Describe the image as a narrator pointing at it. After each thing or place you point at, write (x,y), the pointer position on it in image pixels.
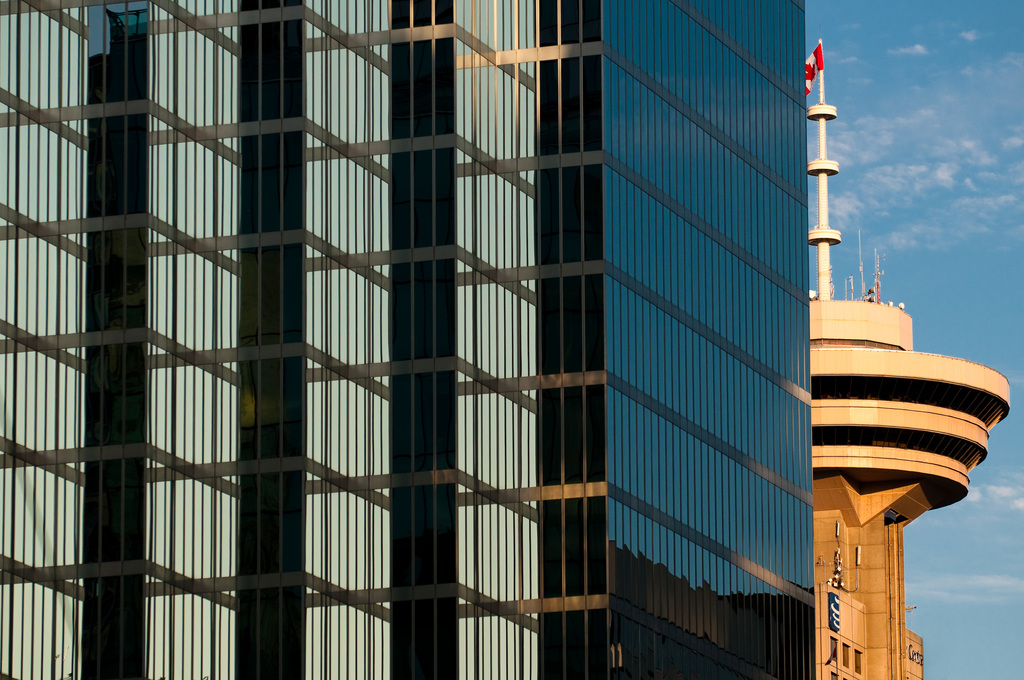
In front of the image there are buildings (685,372). On top of the building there is a flag (817,71). In the background of the image (894,107) there is sky (950,140).
